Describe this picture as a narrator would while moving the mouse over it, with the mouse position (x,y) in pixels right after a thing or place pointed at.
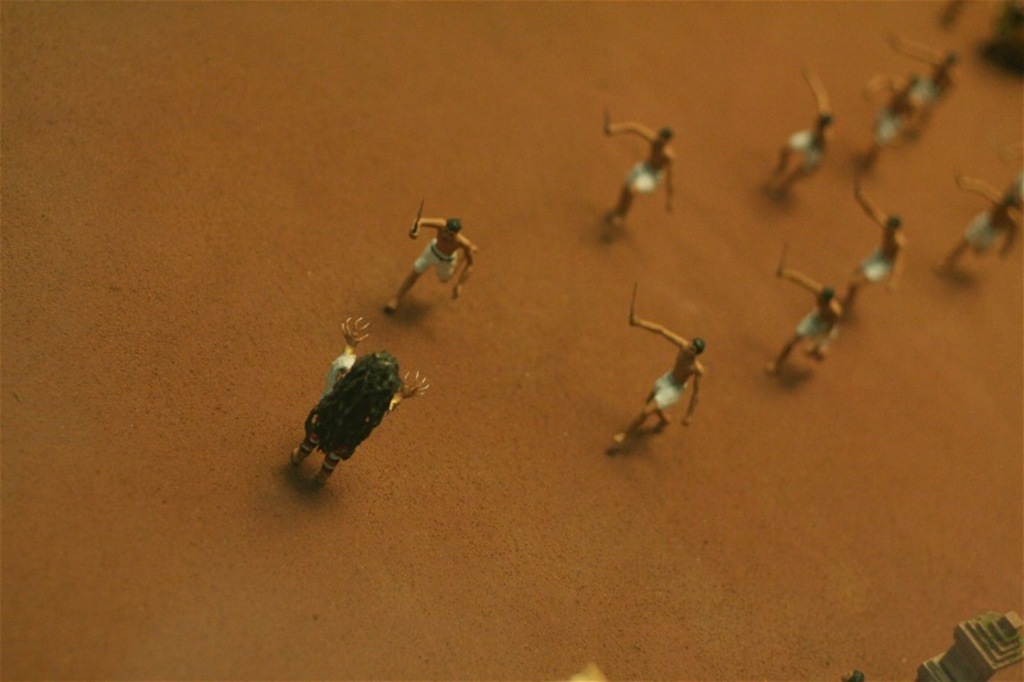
In this image I can see few toys (1020,41) on ground (396,339).
